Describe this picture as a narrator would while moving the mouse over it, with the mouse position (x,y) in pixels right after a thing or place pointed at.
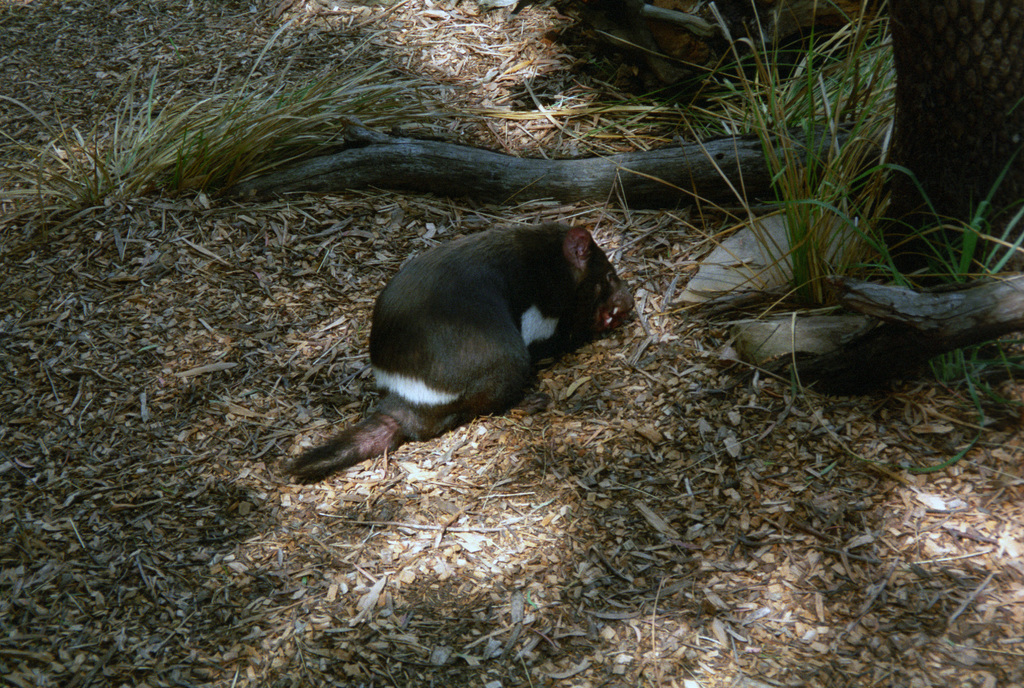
In the middle (532,263) I can see a Tasmanian devil (545,260) on the ground (457,454). In the background (260,97) I can see grass (277,103), wood (427,145) and plants (694,131). This image is taken during a day on the ground (369,560).
